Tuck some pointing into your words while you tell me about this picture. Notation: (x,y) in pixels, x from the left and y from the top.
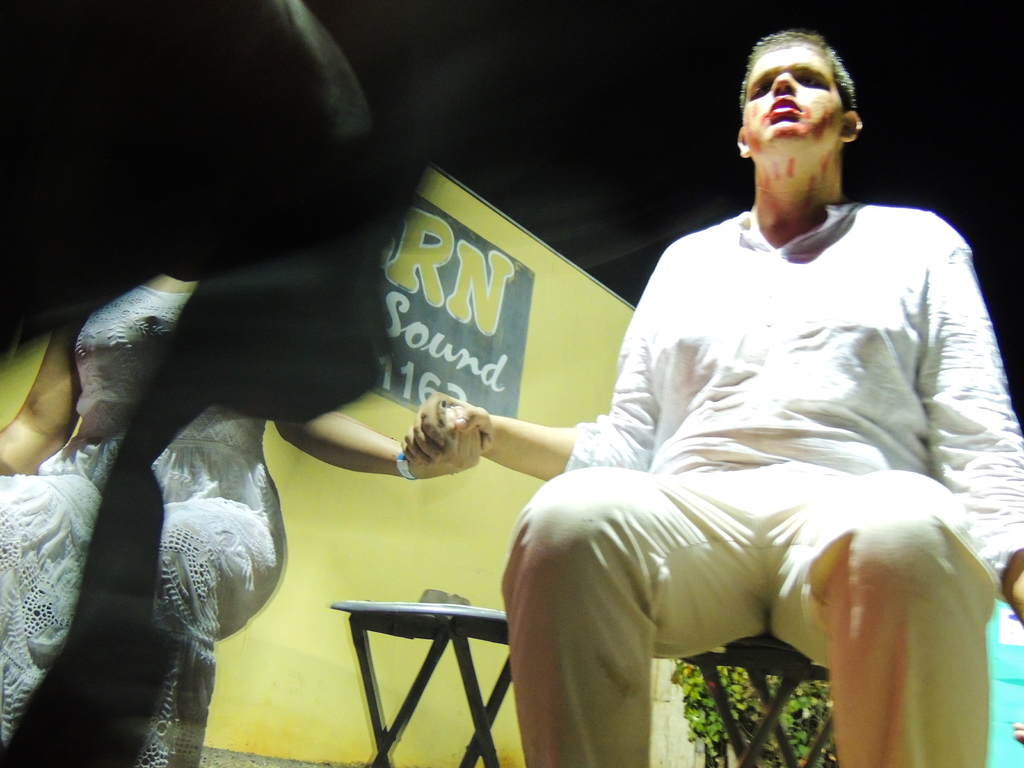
In this image we can see two persons (657,436) are sitting on the chairs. There is a hoarding (405,295), leaves (690,702), and a chair (383,756). There is a dark background (579,13).
